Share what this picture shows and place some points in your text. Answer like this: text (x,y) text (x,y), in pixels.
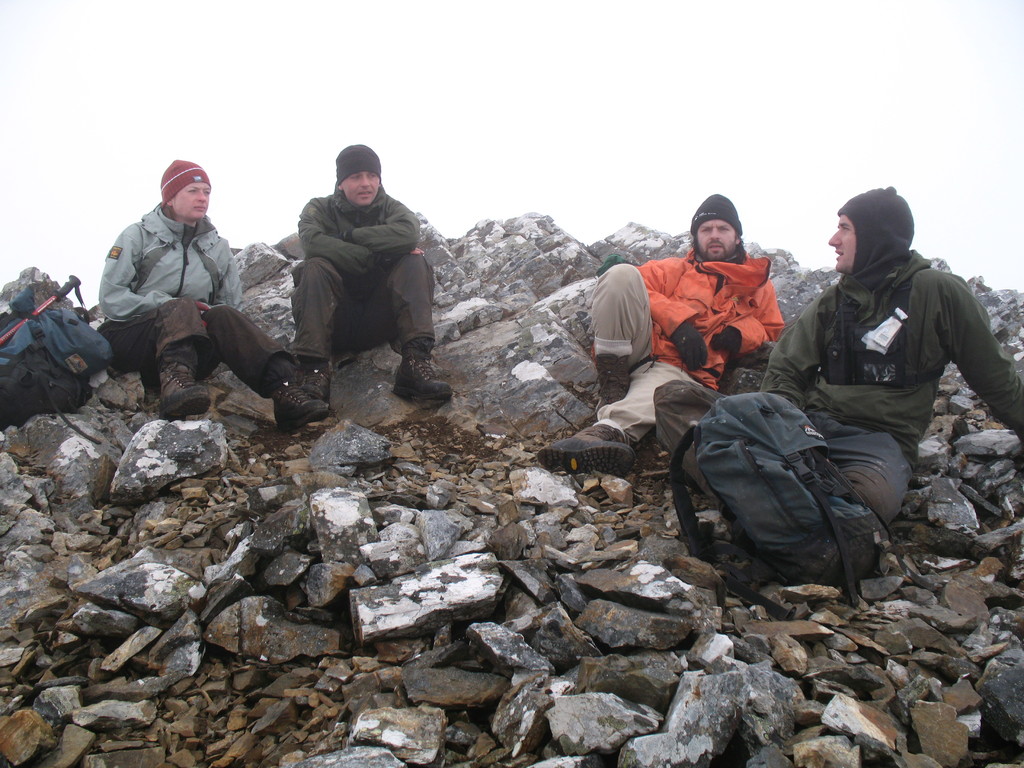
In this picture, there are four people (641,357) sitting on the rocks (353,381). Two people (317,389) towards the left (167,383) and two people (650,295) sitting towards the right (701,315). All of them are wearing jackets (924,331) and caps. Towards the right (796,515), there is a bag (772,505). Towards the left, there is another bag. On the top (528,142), there is a sky (537,148).
